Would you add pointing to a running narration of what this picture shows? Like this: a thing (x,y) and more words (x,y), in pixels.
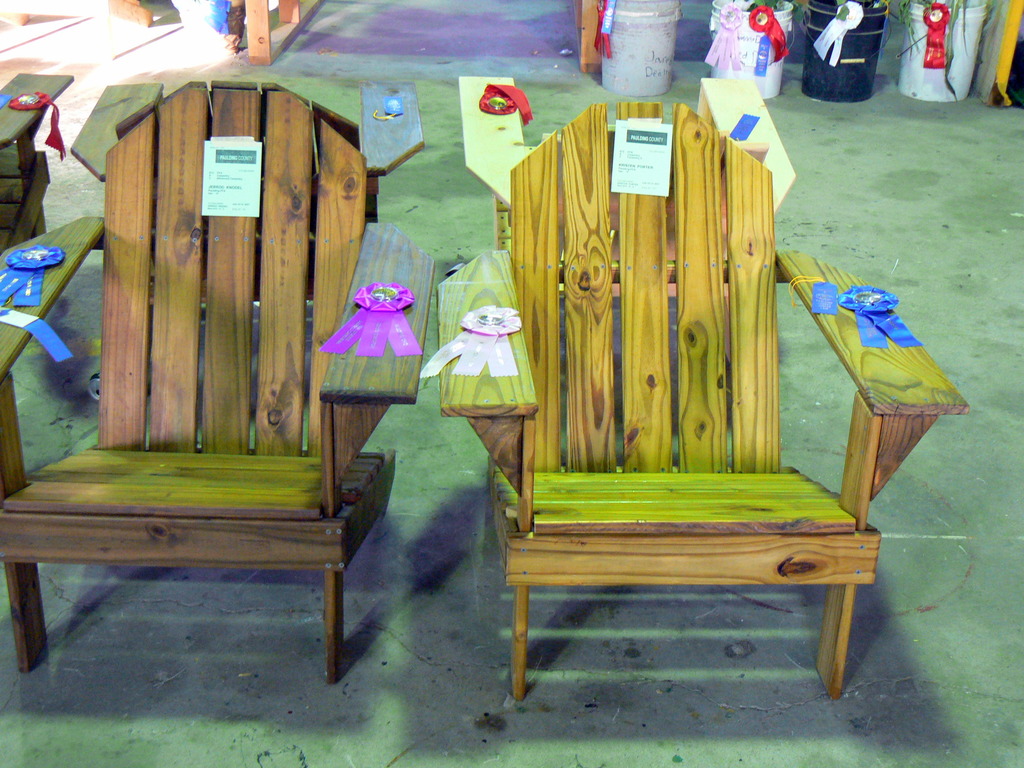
In the picture I can see wooden chairs (460,382) on which there are some objects (396,347) on them. In the background (227,36) I can see some other objects (284,42) on the floor (339,97).
